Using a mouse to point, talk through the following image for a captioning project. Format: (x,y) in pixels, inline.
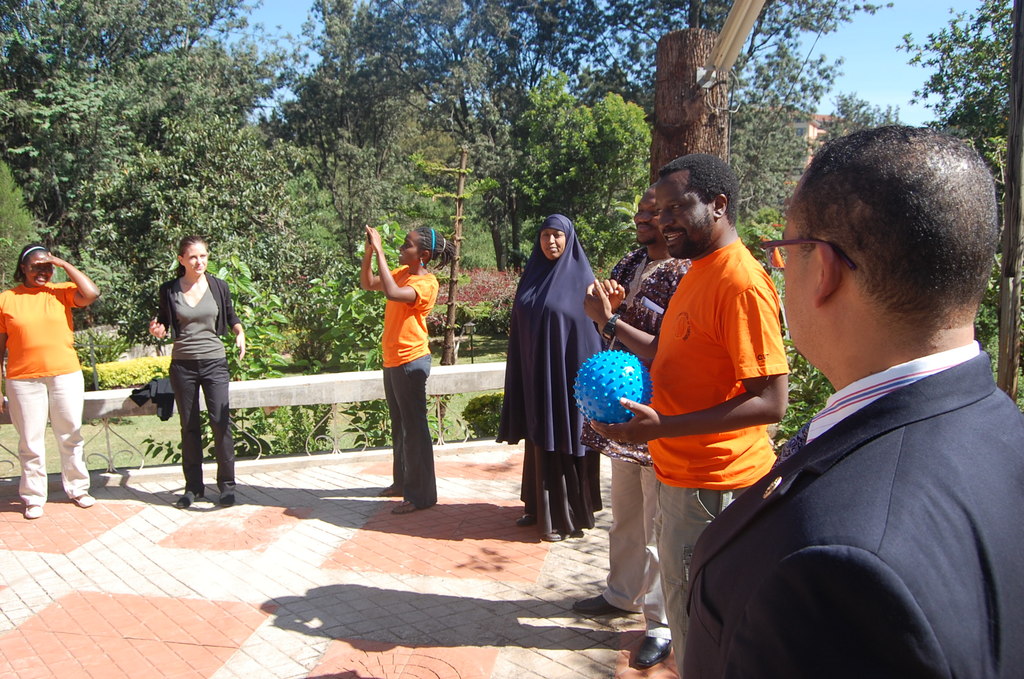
In this image we can see people (710,583) standing on the floor (546,544) and one of them (615,439) is holding a ball (611,421) in the hands (625,427). In the background (490,125) we can see sky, trees (344,158), ground (461,360), poles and bushes (132,364).
